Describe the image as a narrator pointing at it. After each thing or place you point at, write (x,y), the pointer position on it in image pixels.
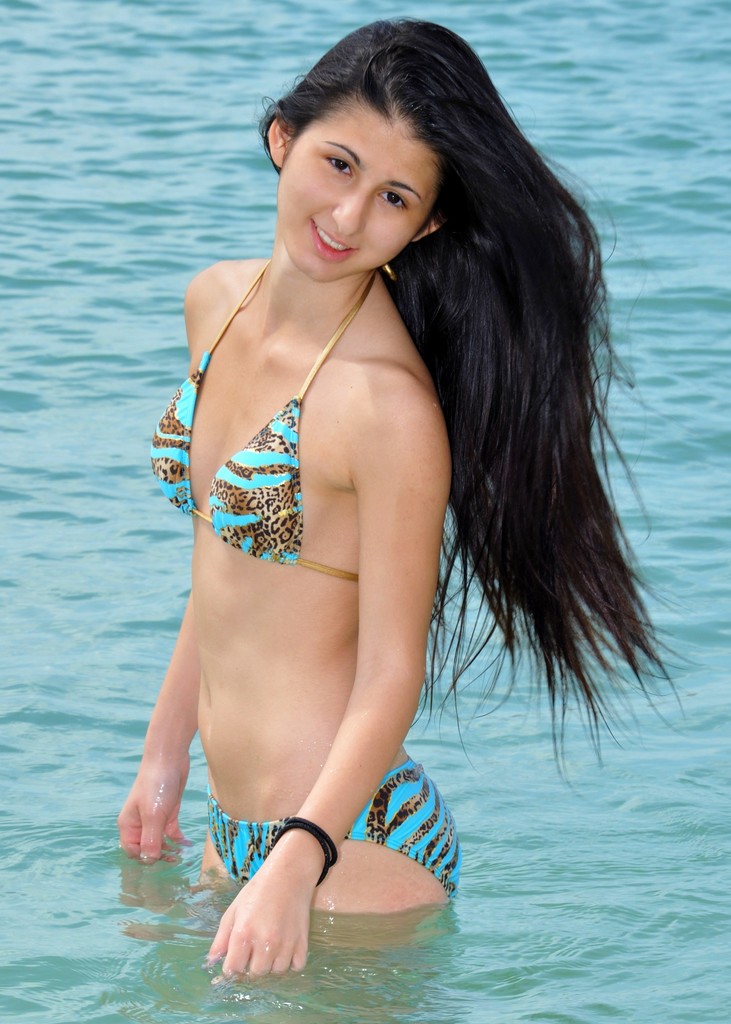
In the middle of the image (300,371) a woman (457,66) is standing in the water (246,1014) and smiling.
